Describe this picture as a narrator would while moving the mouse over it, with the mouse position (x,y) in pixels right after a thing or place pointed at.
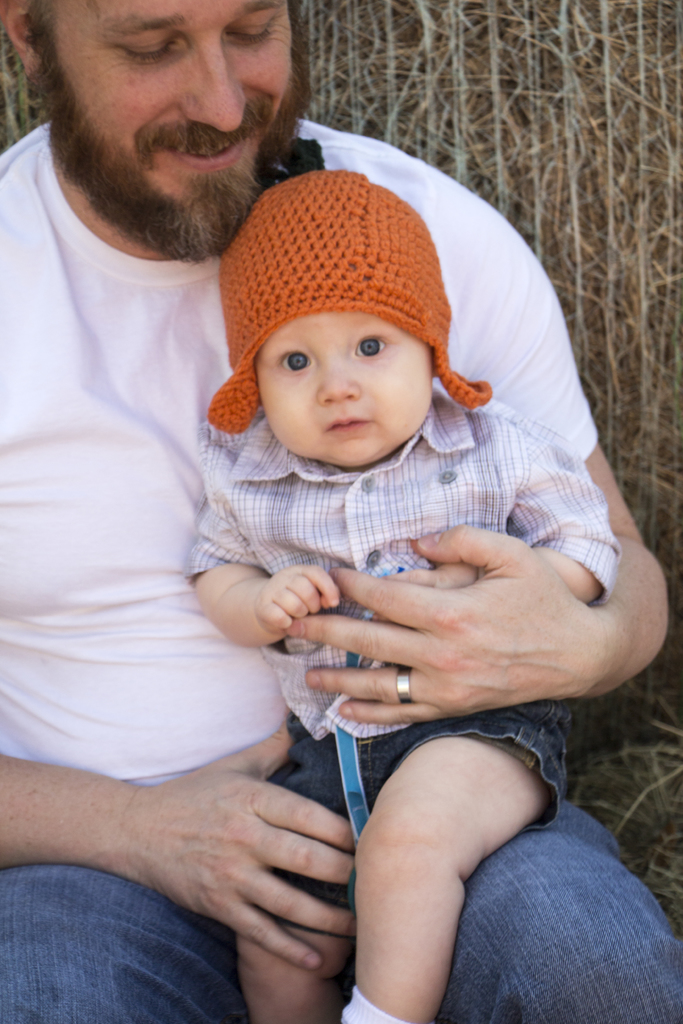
In this image I can see a person (70,450) wearing white t shirt (107,485) and blue jeans (49,972) is sitting and a baby (325,523) wearing white shirt (336,511) and blue short (505,732) is sitting on his leg (465,902). In the background (658,194) I can see the grass (611,155) which is brown in color.
